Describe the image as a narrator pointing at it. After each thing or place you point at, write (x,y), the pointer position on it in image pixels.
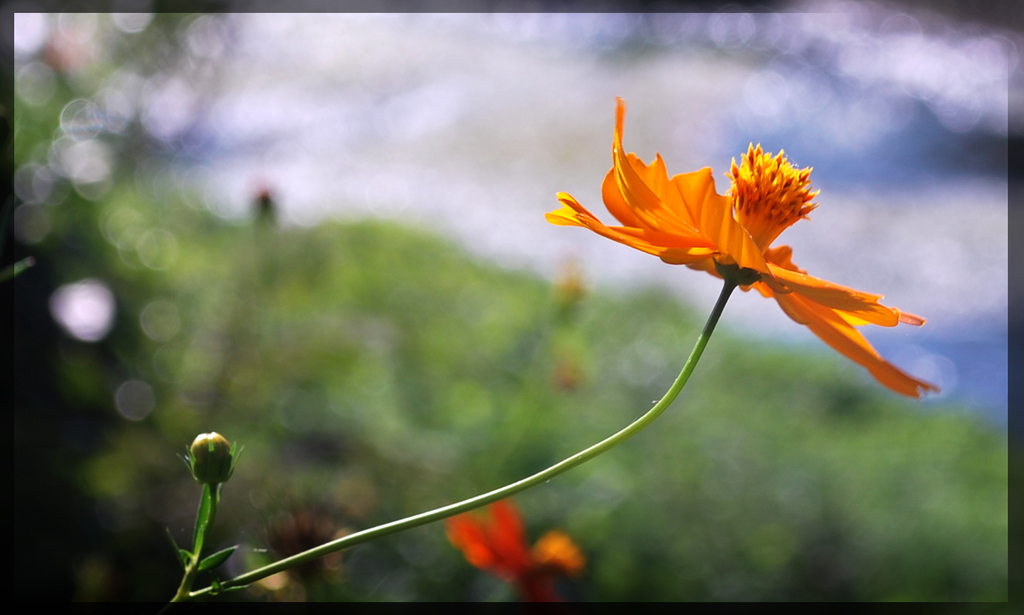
In this image I can see the flower (763,181) in orange color and the background (811,406) is in white and green color.
